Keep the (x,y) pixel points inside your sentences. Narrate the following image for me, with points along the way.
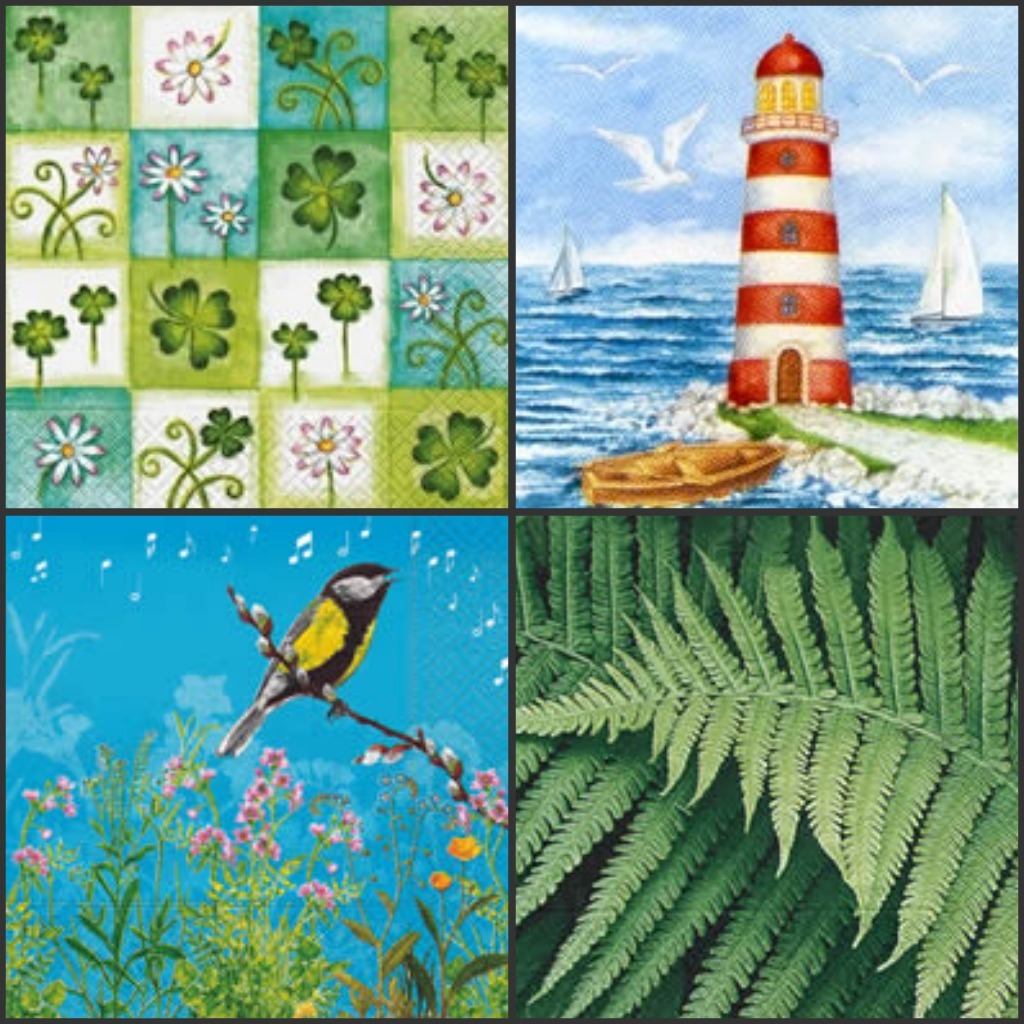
This is a collage picture. On the right side of the image (721,648), we can see leaves (743,797), lighthouse (775,310), boats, walkway (947,460), birds (950,73) and sky (871,179). On the left side of the image (314,644), we can see bird (322,632) on the stem (311,687), plants (487,790) and flowers (487,777).
